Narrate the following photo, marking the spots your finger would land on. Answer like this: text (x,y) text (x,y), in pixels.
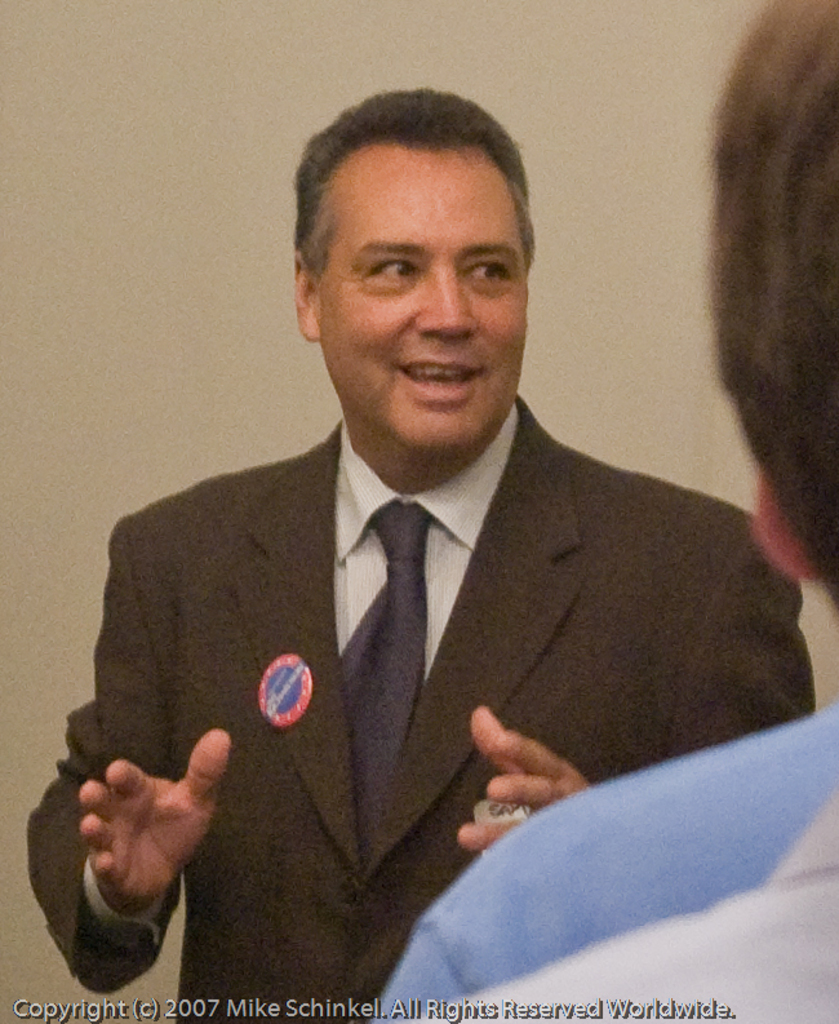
In this picture we can see a man (481,594) standing here, he wore a suit (474,589), in the background (598,399) there is a wall (607,353), we can see another person's head (805,310) here, at the left bottom (266,1011) we can see some text (441,1009).
